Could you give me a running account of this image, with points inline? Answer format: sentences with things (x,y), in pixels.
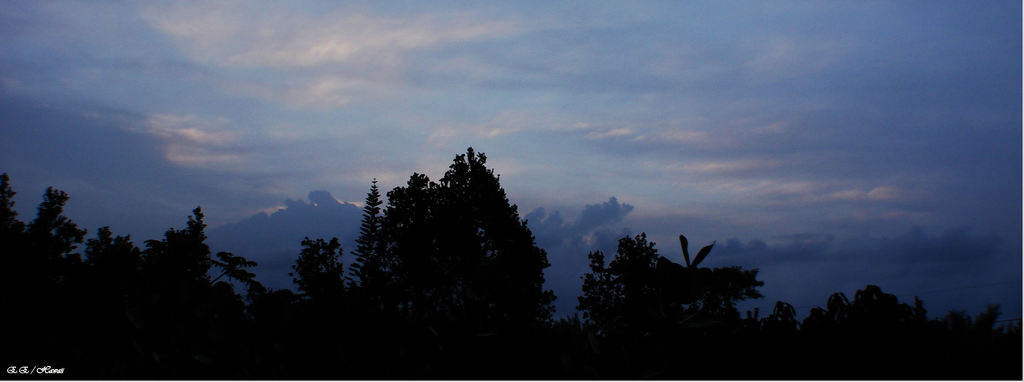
As we can see in the image there is a cloudy sky (576,126) and below that there are trees (418,329).
